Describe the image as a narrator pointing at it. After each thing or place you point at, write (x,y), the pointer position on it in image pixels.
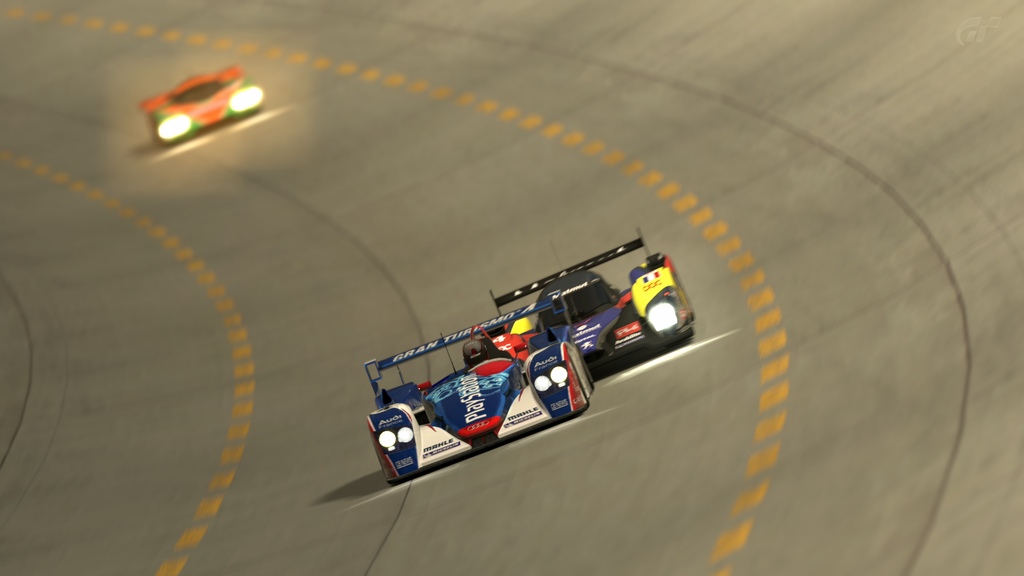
Here in this picture in the front (502,377) we can see racing cars (557,350) present on the track (611,277) and behind that also we can see other car (222,105) present in blurry manner.
